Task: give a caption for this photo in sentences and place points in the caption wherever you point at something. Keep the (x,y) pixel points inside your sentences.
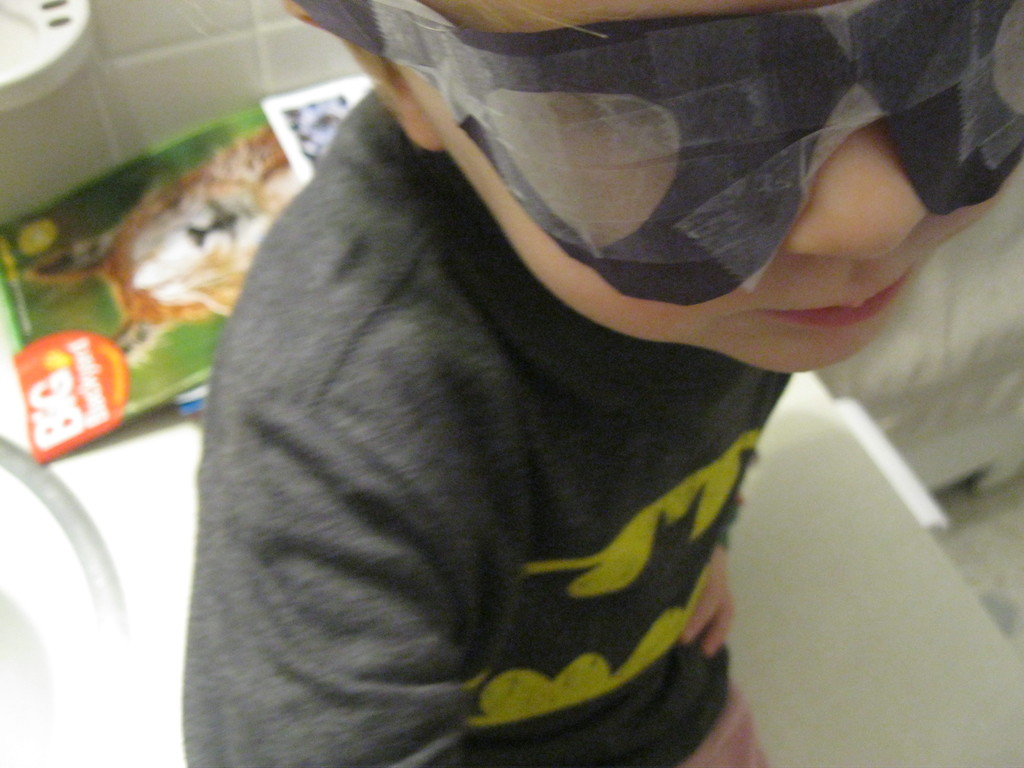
In this image I can see a person (493,401) is wearing black color dress (575,318) and he is wearing a mask (614,81). Back I can see few books (127,232) and white surface (79,490).
